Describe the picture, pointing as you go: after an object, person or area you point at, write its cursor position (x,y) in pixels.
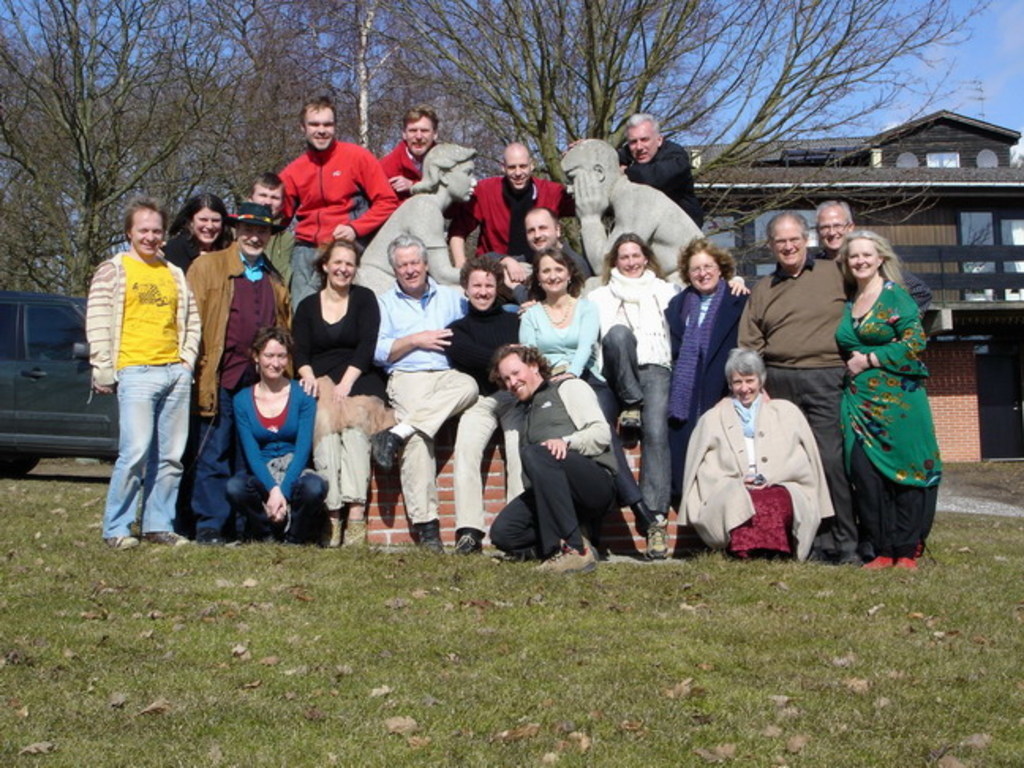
This image is taken outdoors. At the bottom of the image (563,648) there is a ground (746,656) with grass (520,612) on it. At the top of the image (885,68) there is a sky (981,48). In the background (159,136) there are a few trees (549,73) and there is a house (968,265) with walls (951,221), windows (954,156), a door (979,358) and a roof (848,145). On the left side of the image (36,362) a car (22,417) is parked on the ground (69,462). In the middle of the image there is a statue (432,206) of a woman (444,199) and a man (659,246). A few people (405,349) are sitting on the wall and a few are standing. They are smiling.
